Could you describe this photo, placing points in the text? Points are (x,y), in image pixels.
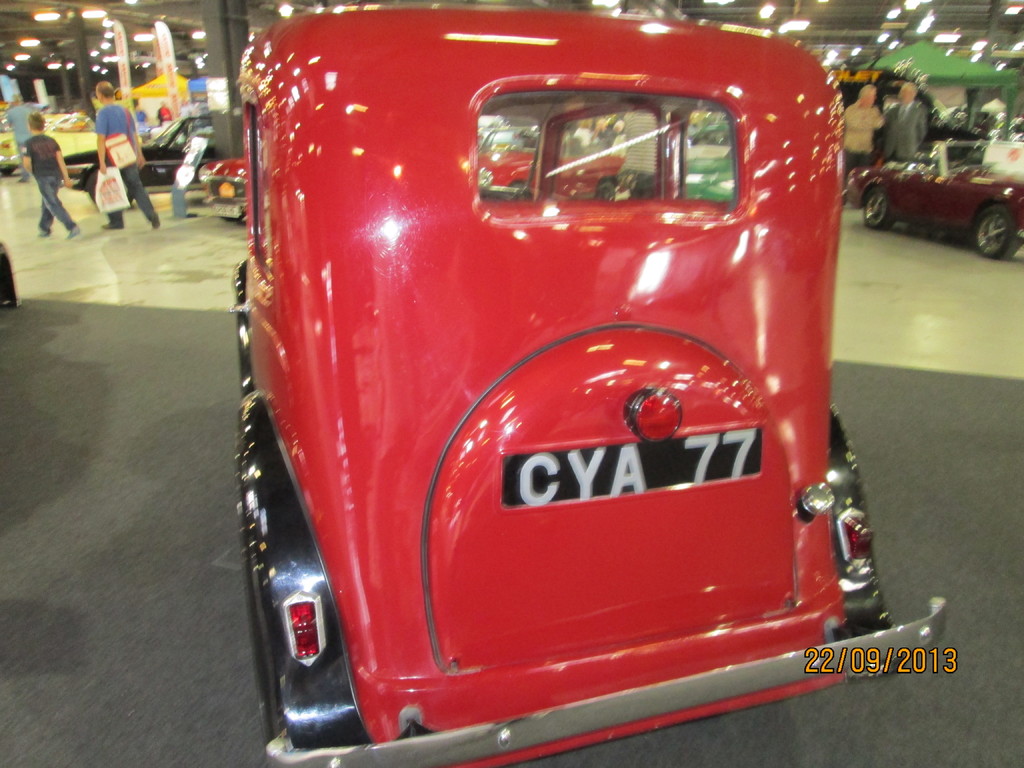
In this image in the foreground (511,307) there is a red car (420,400). In the background (78,174) there are many people (901,125) and few cars (855,198) are parked. In the ceiling (70,16) there are lights (110,22).
